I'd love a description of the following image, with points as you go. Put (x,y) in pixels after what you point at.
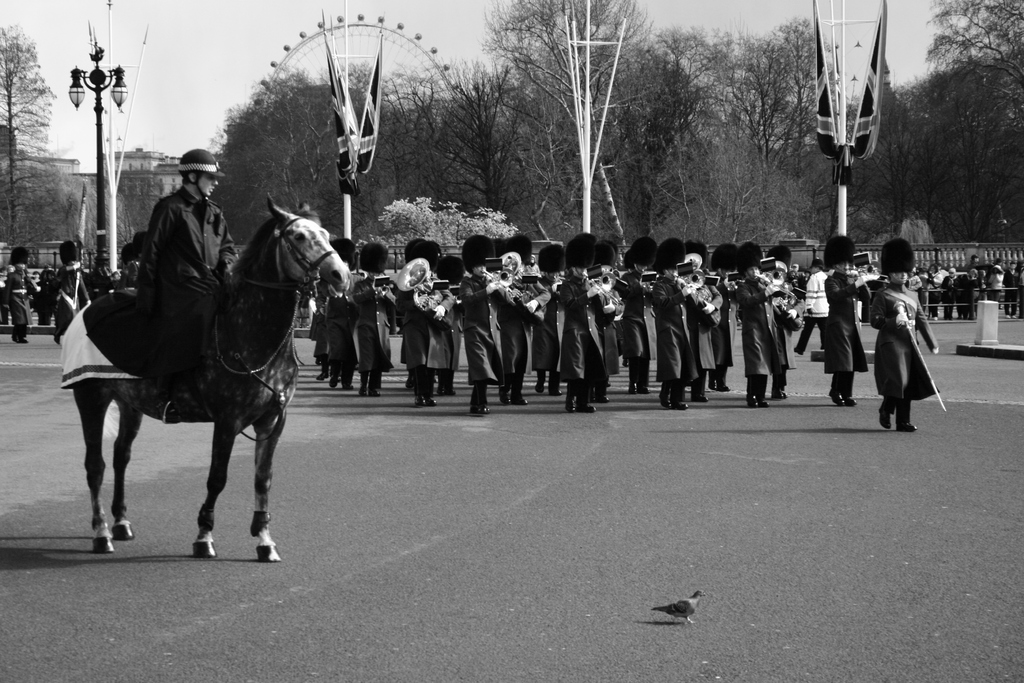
In the image we can see there is a man (199,161) who is sitting on horse (238,380) and other people (544,348) are standing on the road (962,339). At the back (508,165) there are lot of trees (441,146) and the image is in black and white colour.
